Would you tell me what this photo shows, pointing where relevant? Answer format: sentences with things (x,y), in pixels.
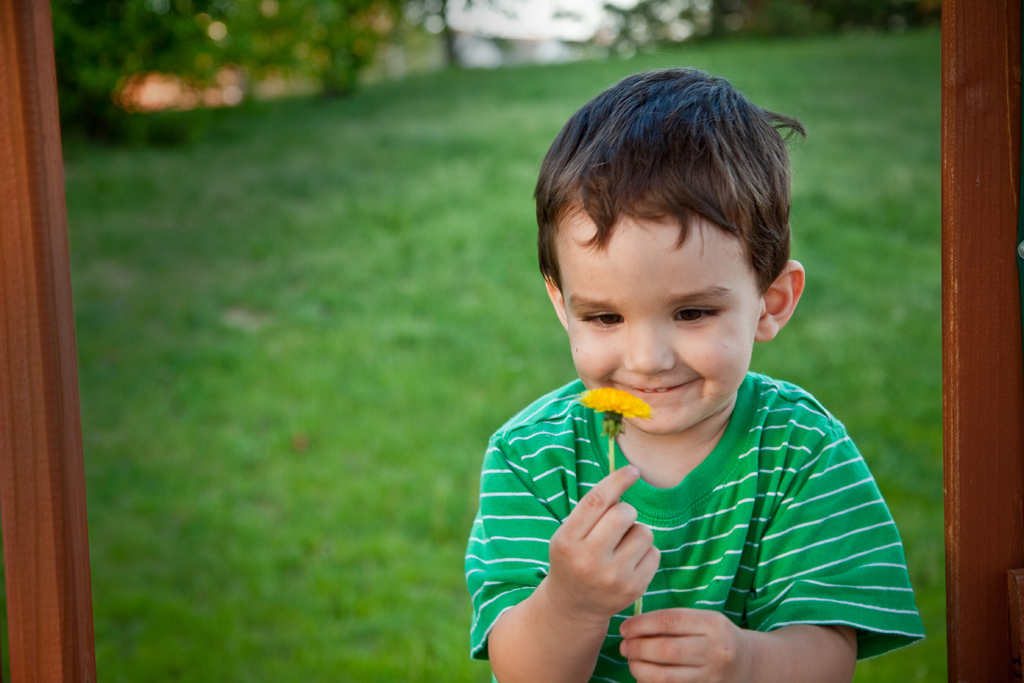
In front of the picture, we see a boy (752,450) who is wearing a green T-shirt (751,474) is standing and he is holding a yellow flower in his hands (624,519). He is smiling. At the bottom (281,520), we see the grass (359,505). On either side of the picture, we see the wooden poles (995,441) in brown color. There are trees (364,54) and buildings (527,48) in the background (200,72). This picture is blurred in the background (357,324).
